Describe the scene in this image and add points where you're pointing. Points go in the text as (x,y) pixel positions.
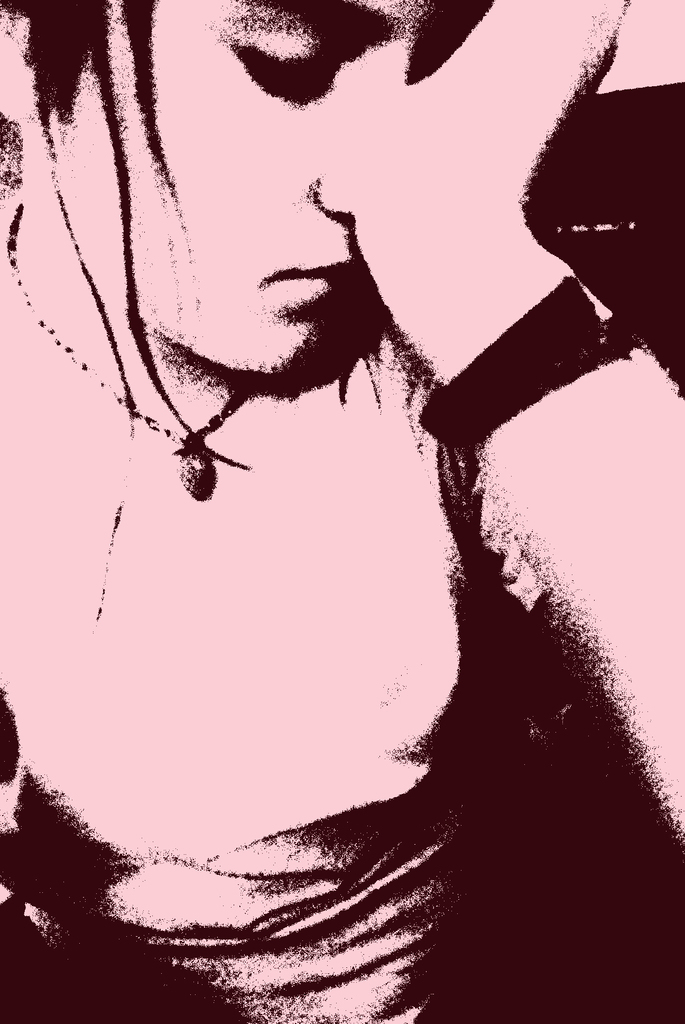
In this image there is a person (212,384) sitting.
